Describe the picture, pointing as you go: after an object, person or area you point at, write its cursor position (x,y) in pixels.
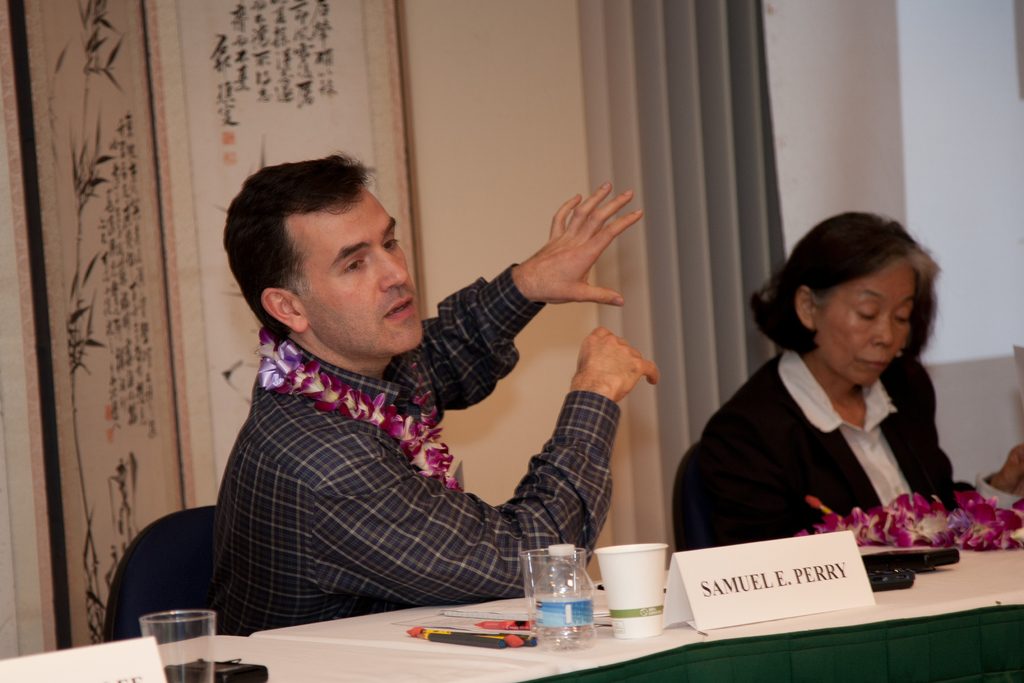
In this picture, we can see two persons (364,445) sitting on the chairs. In front of the two persons (418,459), there is a table (343,670) and on the table (353,661) there are name plates (770,588), glasses (188,653), a bottle (555,604), a cup (642,611) and some objects (610,627). Behind the two persons (429,444), there is a curtain (667,281), an object (150,239) and a wall (436,141). On the right side of the image (990,304), it looks like a projector screen (938,148).
